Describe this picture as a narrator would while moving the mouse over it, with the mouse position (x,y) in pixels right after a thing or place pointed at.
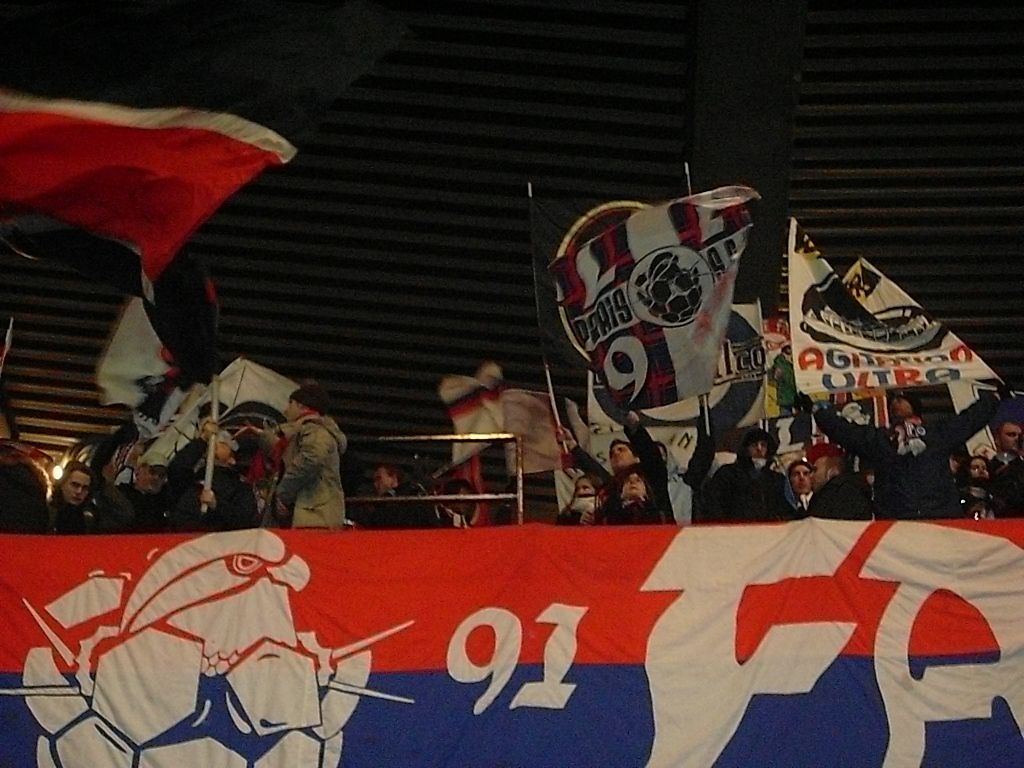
In this picture I can see few people (294,404) standing and holding flags (570,295) and I can see text (625,306) on the flags (724,238). I can see a banner (355,628) with some picture (150,642) and text (654,709) on it and looks like a wall (690,64) in the background (656,64).
